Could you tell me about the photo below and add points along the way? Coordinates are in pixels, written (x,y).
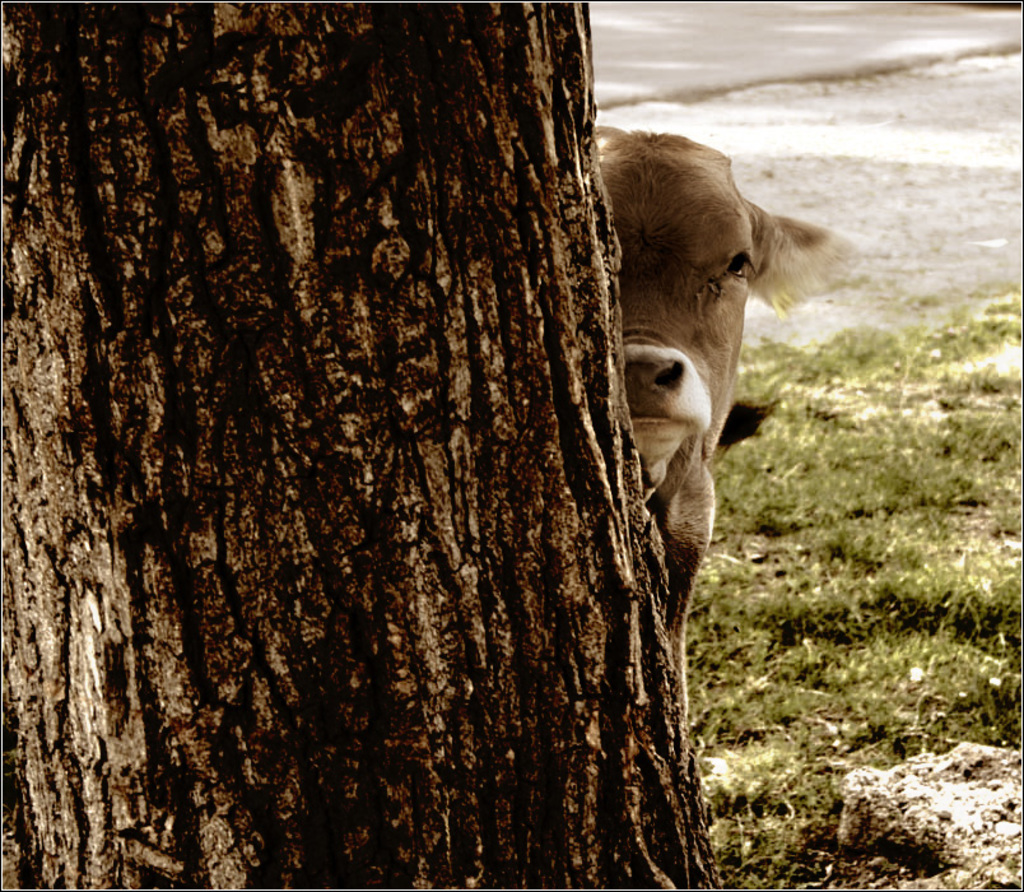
In this image we can see the bark (550,396) of a tree (496,463), animal (639,337) and also the grass (877,562). In the background (768,73) we can see the road (848,70) and also the path (894,200).
